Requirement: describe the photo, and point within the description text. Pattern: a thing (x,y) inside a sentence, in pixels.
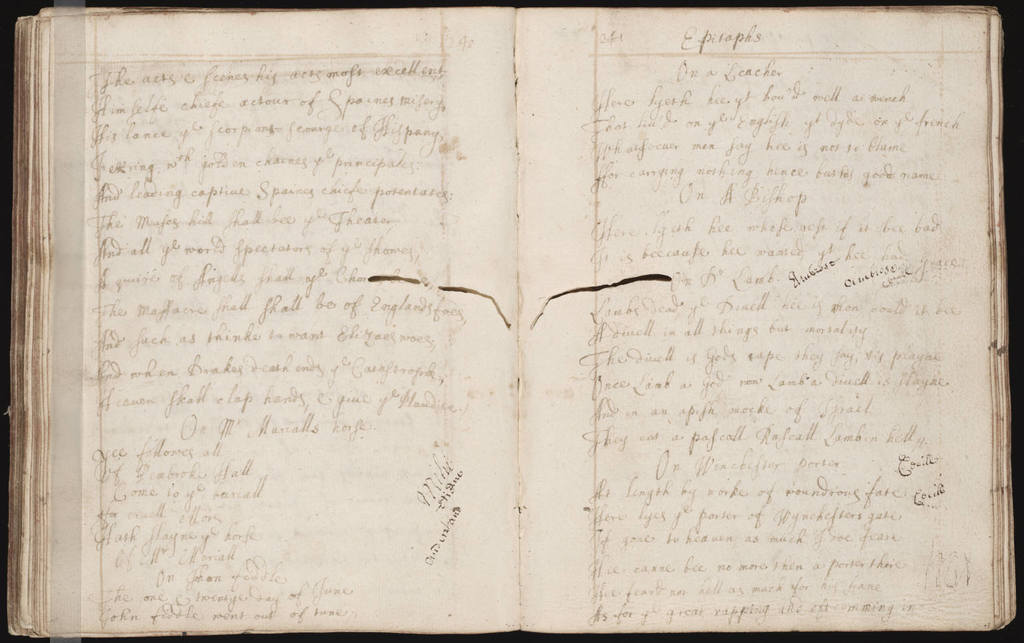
In this picture we can see a open book (612,390), here we can see some text (366,364) on it.
